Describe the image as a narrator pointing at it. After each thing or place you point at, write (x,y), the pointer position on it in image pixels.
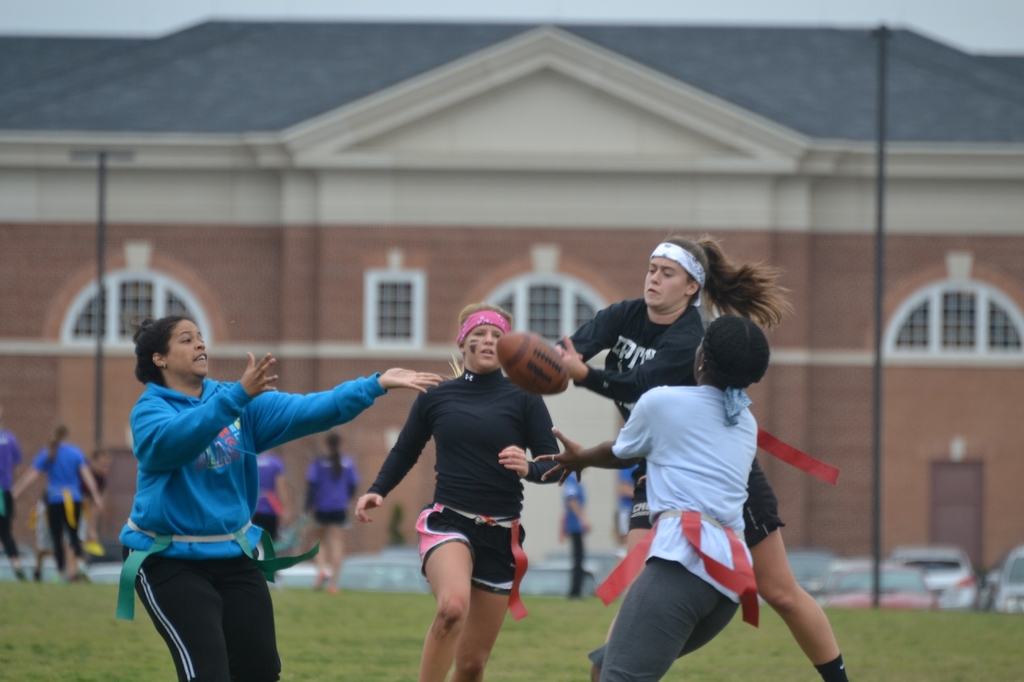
In this I can see a ground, on the ground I can see few persons (63,426) playing a game, in the middle (641,306) I can see a woman (714,347) and there is a building (643,146), in front of building (497,146) there are two poles (881,143), vehicles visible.
